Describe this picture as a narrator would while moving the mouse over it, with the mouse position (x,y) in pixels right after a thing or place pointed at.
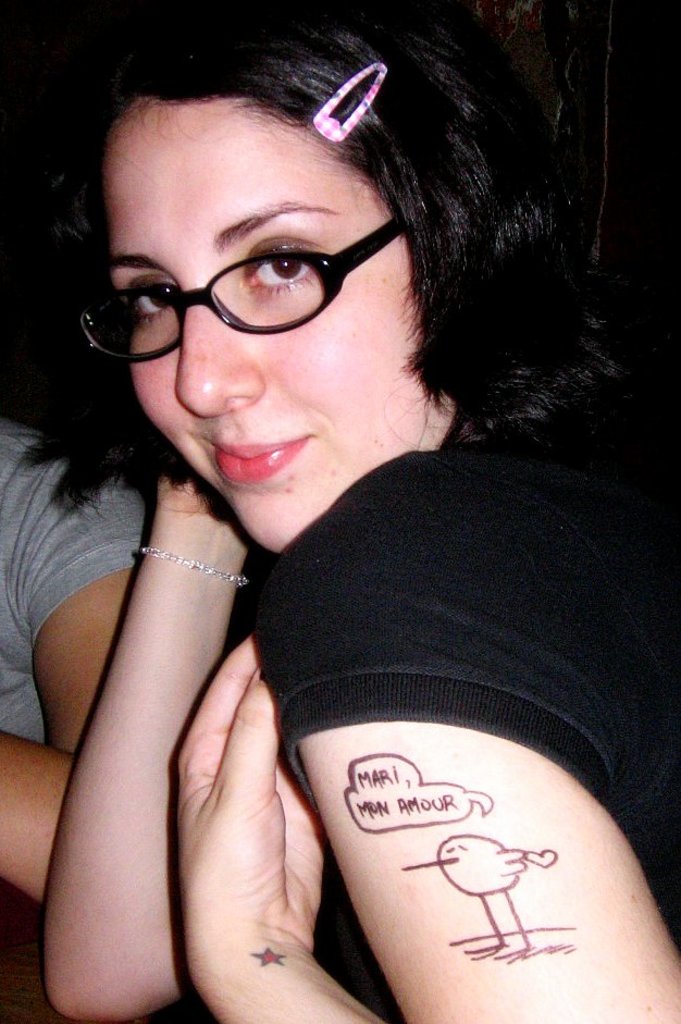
In this image there is a woman (375,518), she is wearing spectacles (287,300), there is text (440,801) on her hand (454,805), there is a woman (58,564) towards the left of the image (40,768), the background of the image (590,44) is dark.
